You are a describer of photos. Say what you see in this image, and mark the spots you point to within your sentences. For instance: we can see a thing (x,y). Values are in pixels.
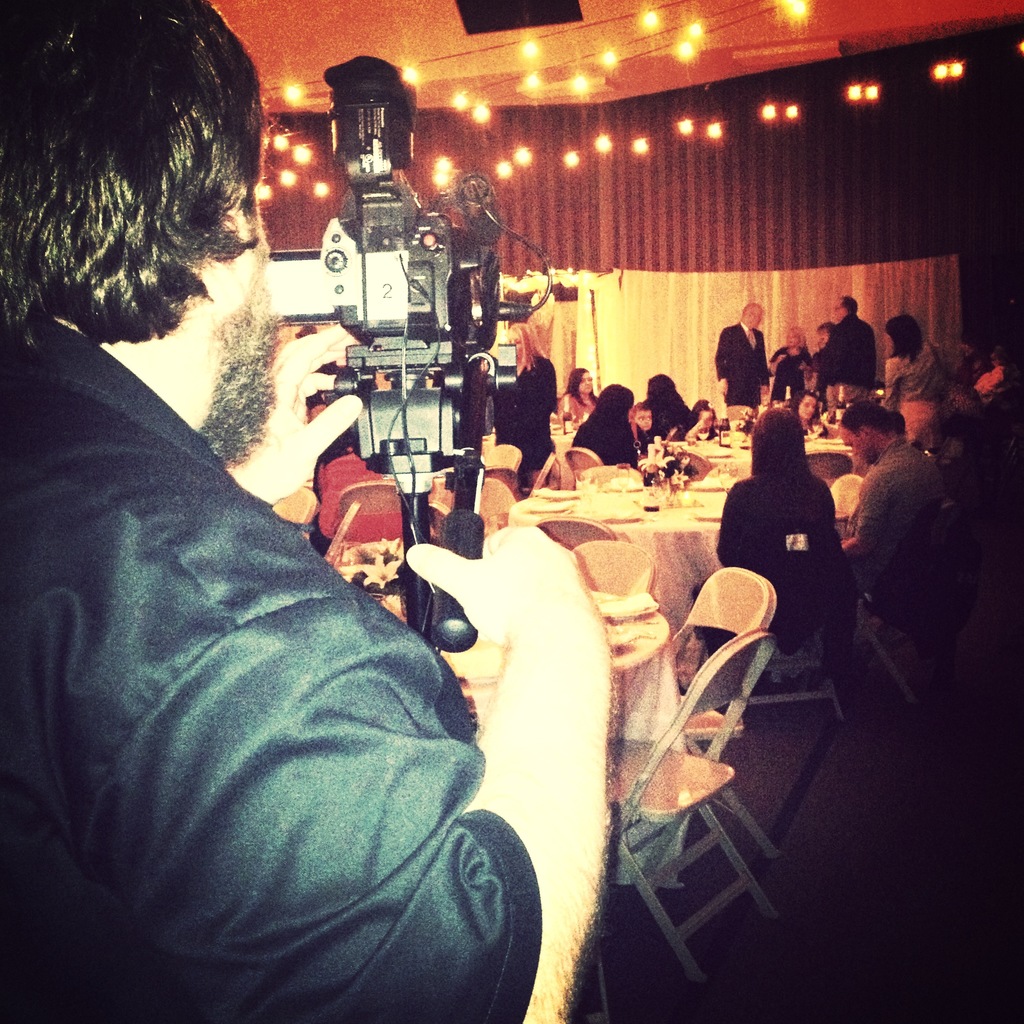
In the picture we can see some people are sitting on the chairs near the table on it, we can see some eatable items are placed, in the background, we can see some people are standing and talking near the curtain wall (575,319) and one man (162,520) is standing and capturing it with a camera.
